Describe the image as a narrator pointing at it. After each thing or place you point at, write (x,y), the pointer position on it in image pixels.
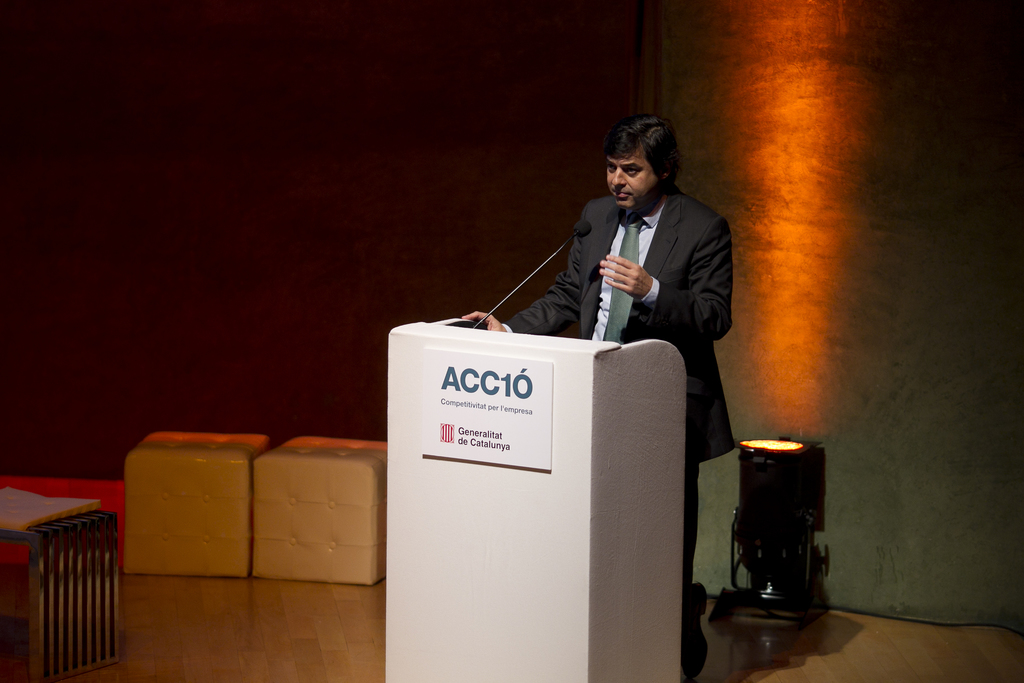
In the image we can see a man (672,266) standing, wearing clothes (686,267) and a tie (635,248). In front of him there is a podium (558,461), white in color. This is a microphone (576,233), bench (118,607), floor (266,625), light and a wall (895,299).
